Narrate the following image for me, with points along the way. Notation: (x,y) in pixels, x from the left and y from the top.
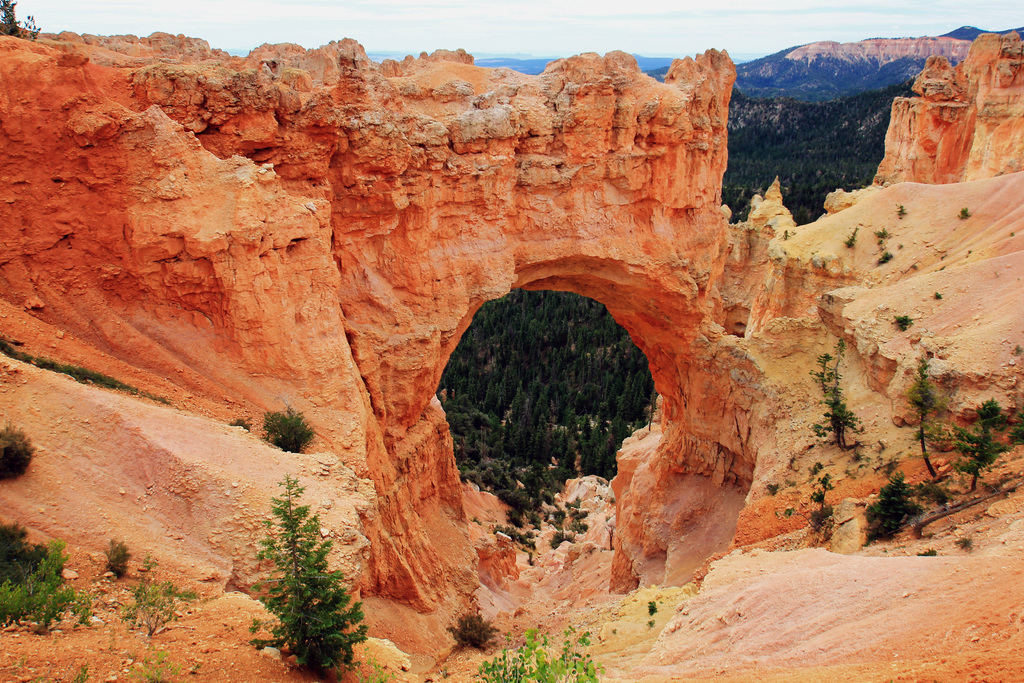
This image consists of many plants (590,301). In the front (859,550), it looks like a mountain (298,352). In the background (723,11), we can see the sky (358,10).
